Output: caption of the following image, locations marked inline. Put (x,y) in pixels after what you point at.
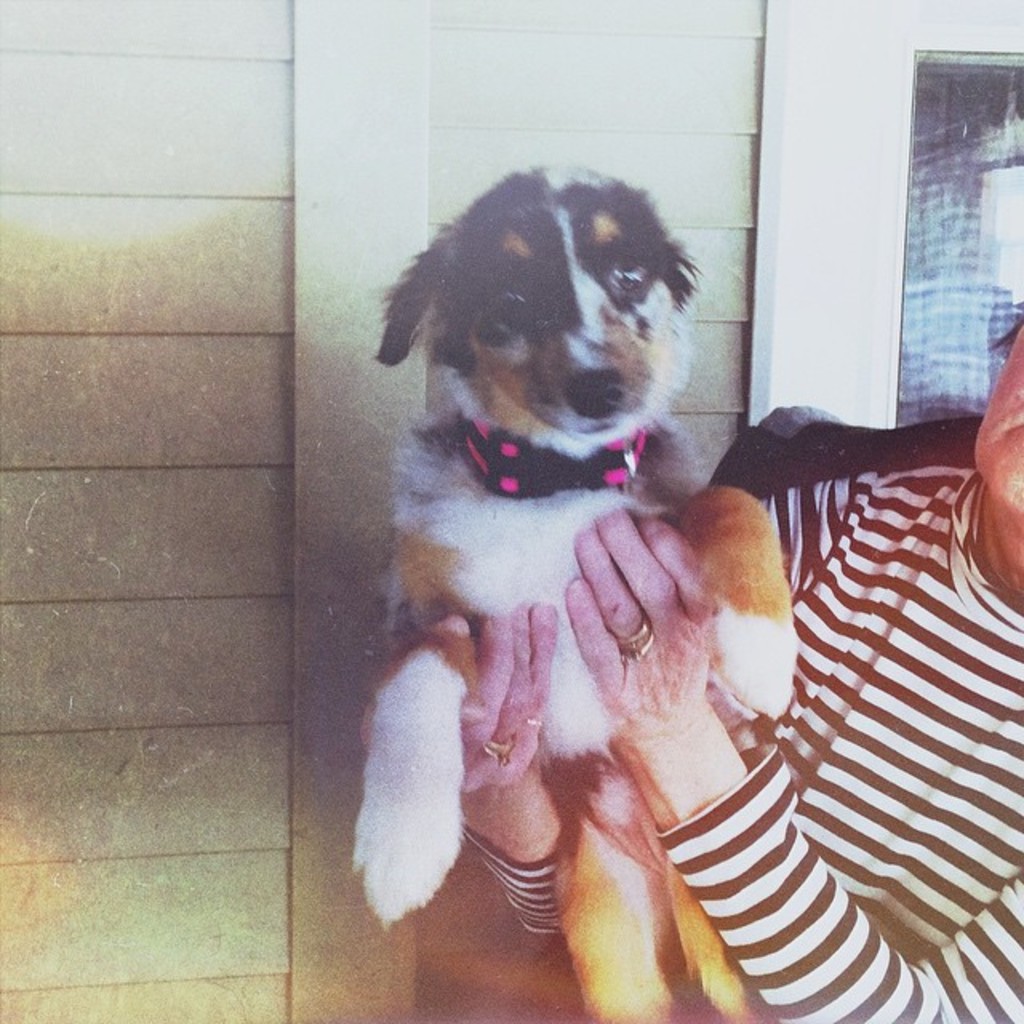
In this image we can see a human hands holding a dog (403,562).
